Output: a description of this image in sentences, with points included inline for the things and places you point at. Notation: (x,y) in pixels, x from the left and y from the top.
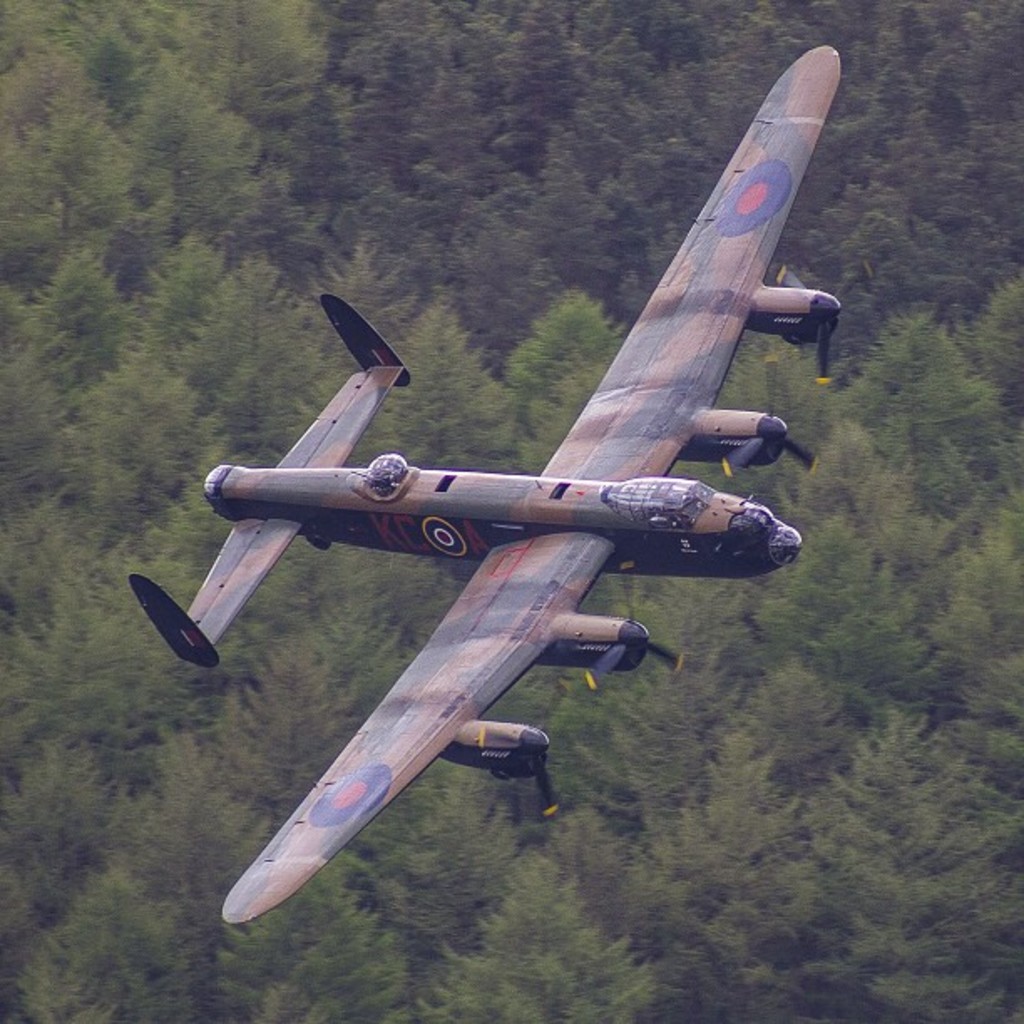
There is an aircraft (676,485) flying in the air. Below this, there are trees (329,85). which are having green color leaves (559,57).
